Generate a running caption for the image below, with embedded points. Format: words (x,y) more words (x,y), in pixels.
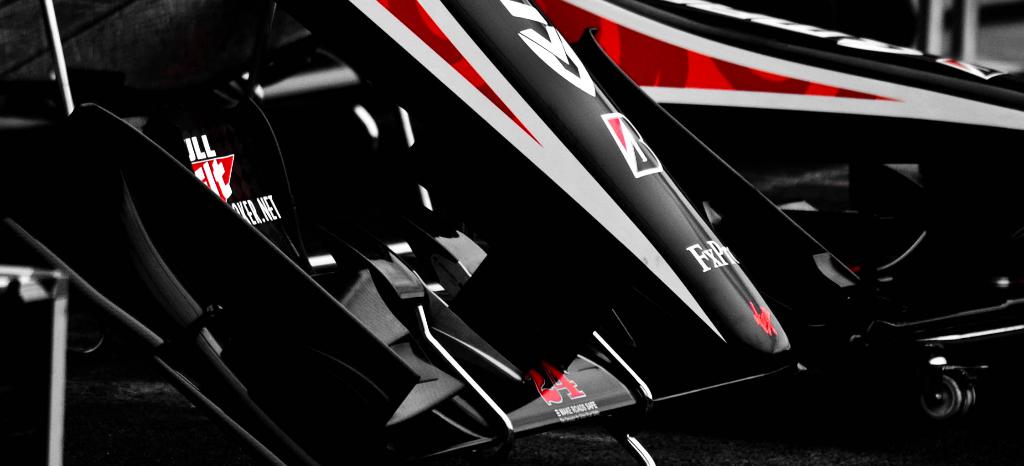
In the center of the image (612,208) we can see a front bumper (633,216) of a sports car (548,283) and we can see some text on it. In the background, we can see it is blurred.
